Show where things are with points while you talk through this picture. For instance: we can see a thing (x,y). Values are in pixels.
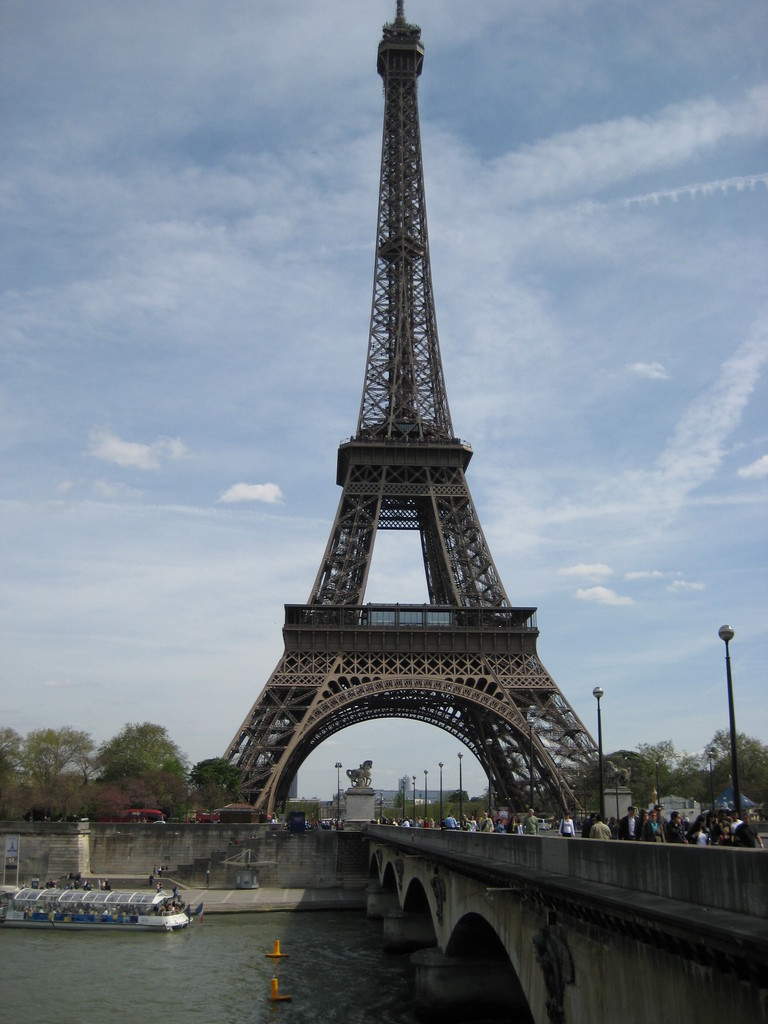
There is water (190,966). Also there is boat (104,921) on the water (141,941). On the right side (516,893) there is a bridge (519,881). On the bridge (557,864) there are many people (491,827). In the back (364,607) there is Eiffel tower (381,612). Also there are trees (664,770) and sky (336,199). Also there are poles (532,798).
